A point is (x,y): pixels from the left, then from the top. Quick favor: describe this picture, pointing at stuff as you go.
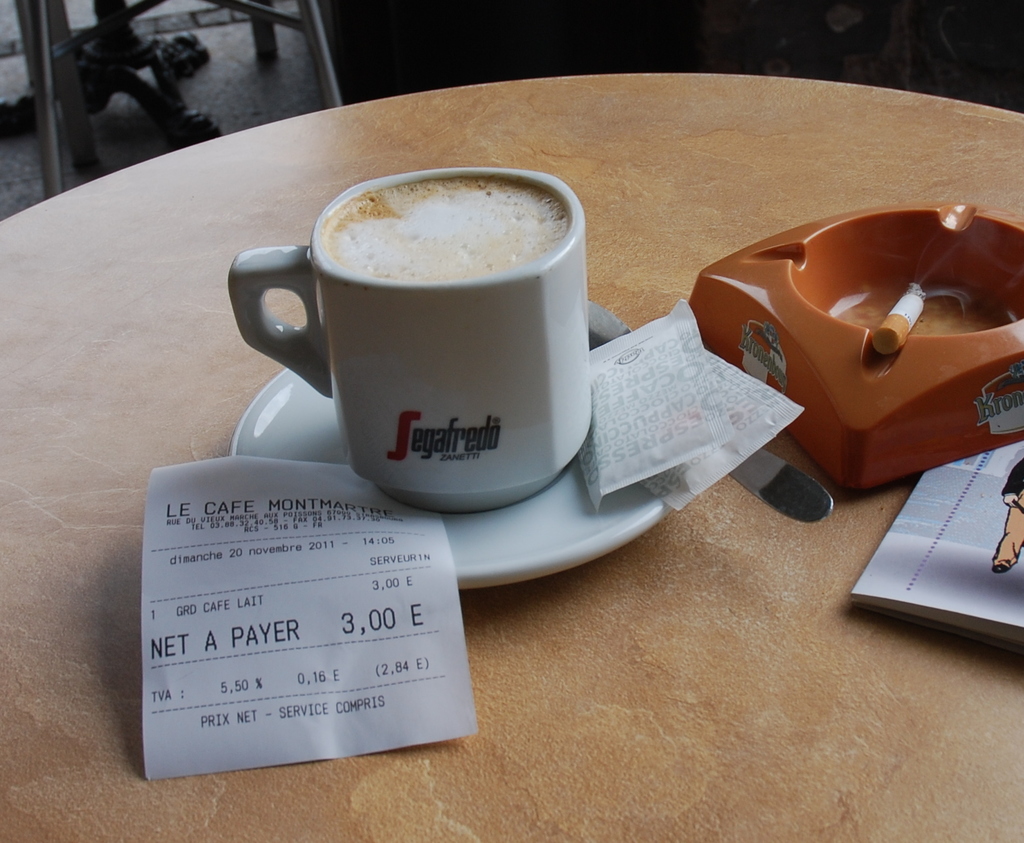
In this image we can see the table (662,129) and on the table (601,290) we can see a cup (539,407) of coffee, saucer (604,513), bill paper (371,526), two packets (701,445), spoon (794,485), book (960,552) and also the cigarette (899,325) in an ash tray (976,317). In the background (206,86) we can see the floor (255,59), black color stand (140,54) and also the chair (317,22).
